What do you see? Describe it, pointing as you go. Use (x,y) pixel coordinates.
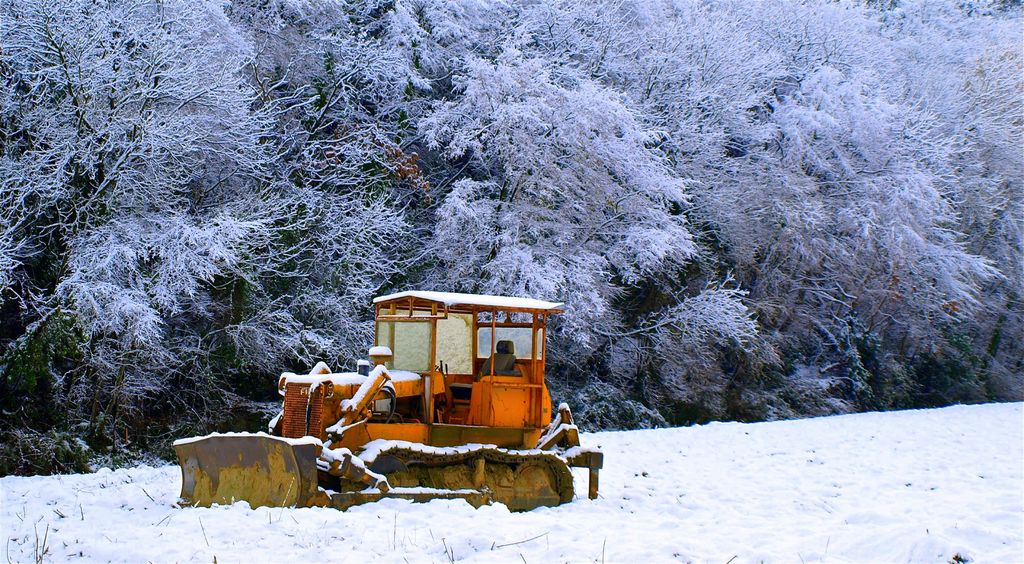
In this picture I can see a bulldozer (488,395) in the middle (496,296), there is the snow (737,503). In the background (645,300) there are trees (396,263).
